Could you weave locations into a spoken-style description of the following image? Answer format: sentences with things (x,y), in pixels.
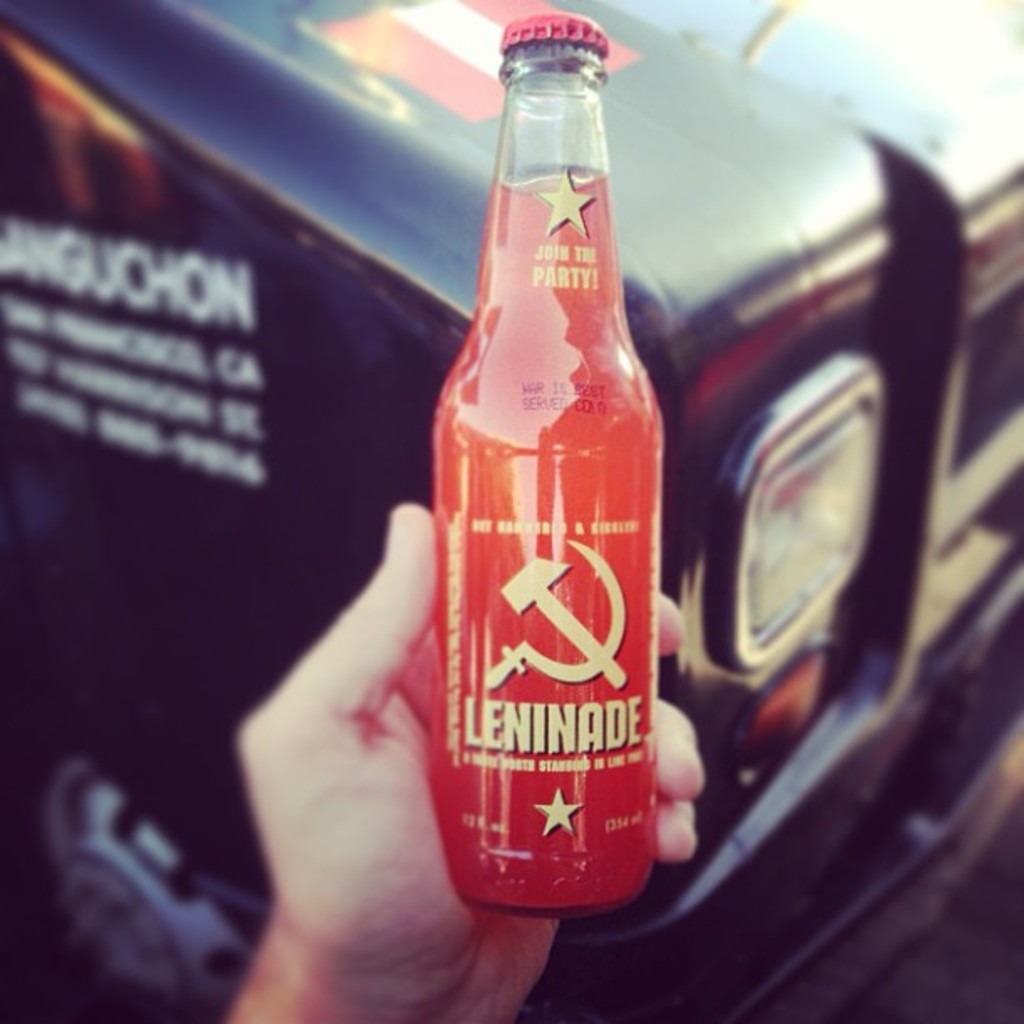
In this picture there is a juice bottle (560,515) which contains juice (541,515) in it, and there is a hand (397,650) by holding the bottle (527,520) in the image there is word leninade (506,730) written on the bottle (454,548).
